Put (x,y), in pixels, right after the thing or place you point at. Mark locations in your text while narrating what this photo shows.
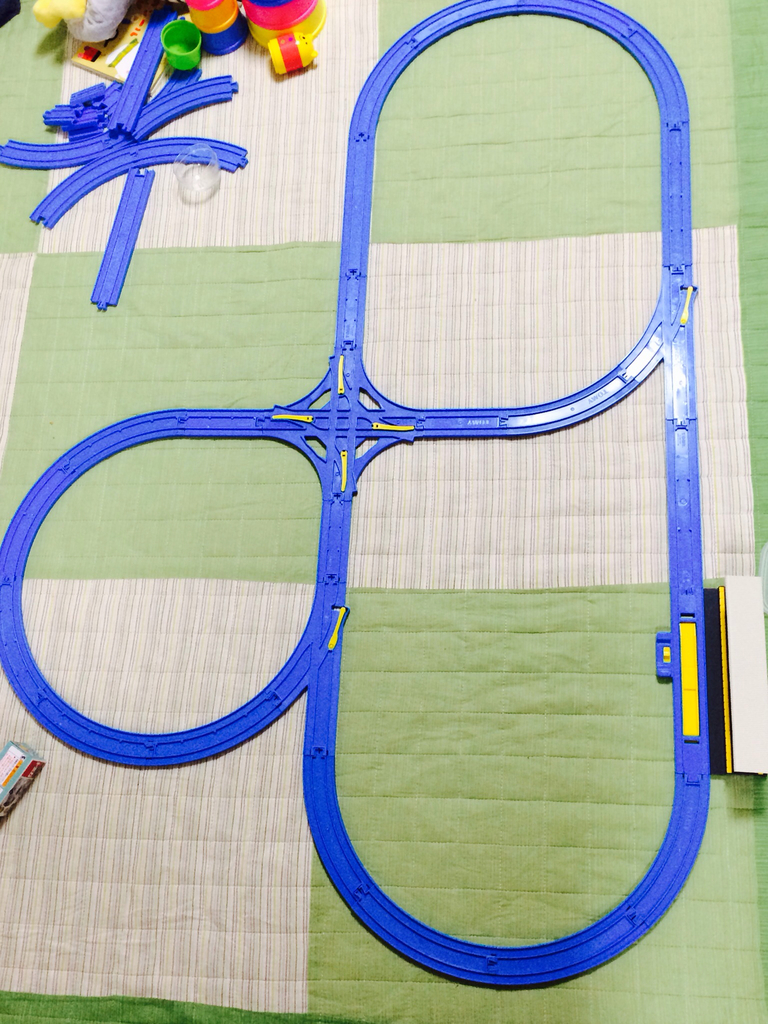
In this image in the center (340,424) there is a toy railway track (358,428) which is blue in colour and there are toys (162,39) which are pink and yellow in colour and green in colour.
